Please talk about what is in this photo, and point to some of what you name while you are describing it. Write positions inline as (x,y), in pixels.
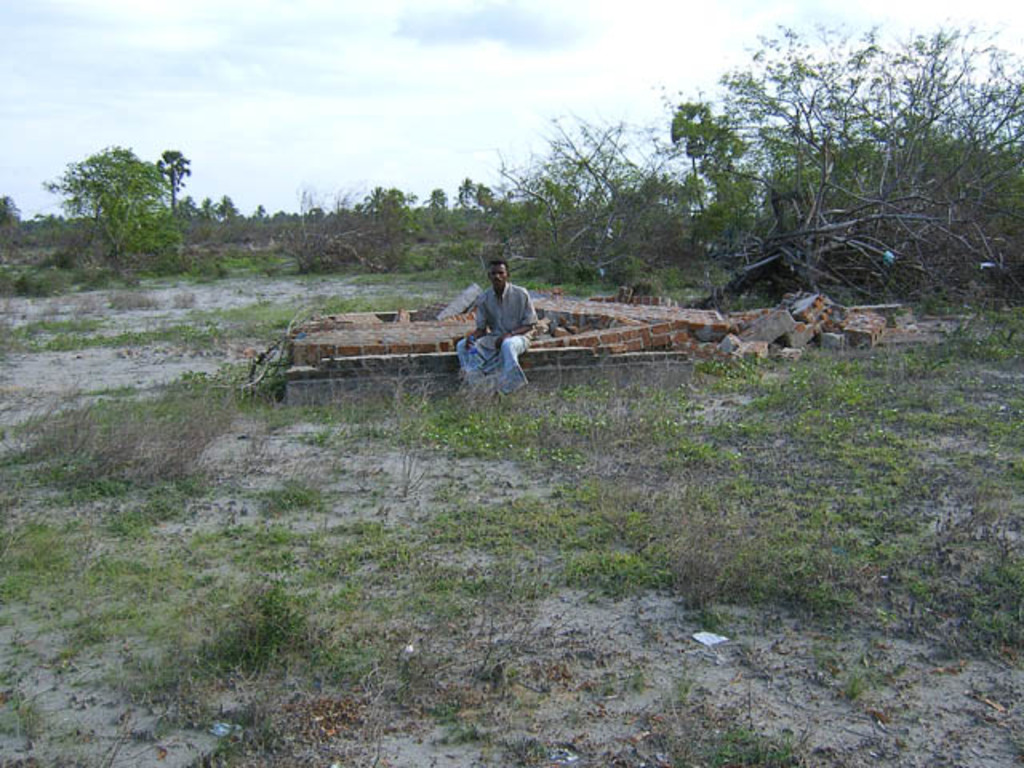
In this image I can see a person (517,360) is sitting on a fence (528,352), bricks (542,347), grass (444,442), trees (698,246) and the sky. This image is taken may be in the forest (959,281).
